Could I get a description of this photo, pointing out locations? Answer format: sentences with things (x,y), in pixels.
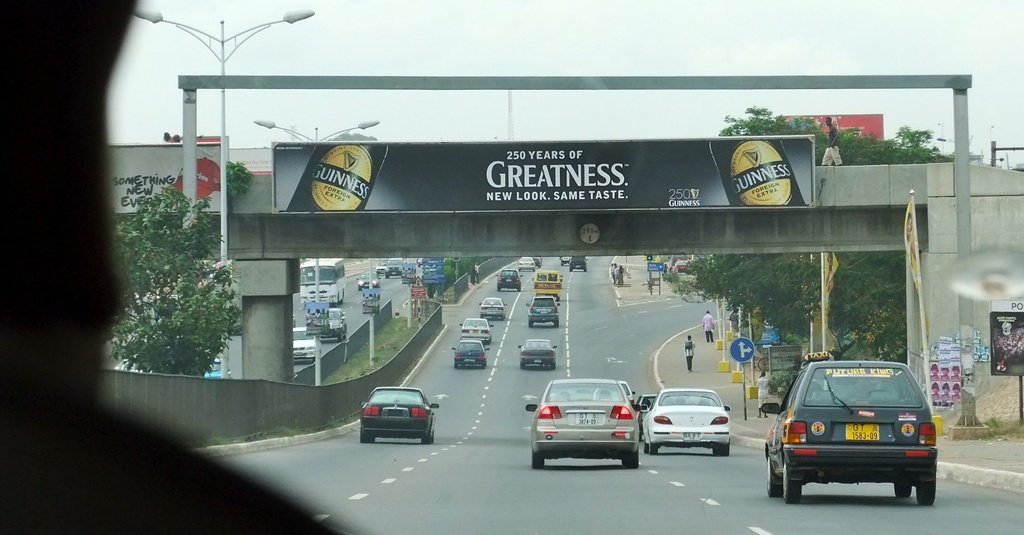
In this image we can see group of vehicles (530,360) moving on the road (455,374). In the center of the image (539,184) we can see two boards (426,181) with some text (574,195) on a bridge (617,221). One person (832,136) is standing on the bridge (840,201). On the left side of the image (301,385) we can see a group of poles (347,360), barricade (288,388). On the right side (751,346), we can see group of people (711,331) standing and a sign board (735,352). In the background (753,317), we can see a group of trees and the sky (522,37).
